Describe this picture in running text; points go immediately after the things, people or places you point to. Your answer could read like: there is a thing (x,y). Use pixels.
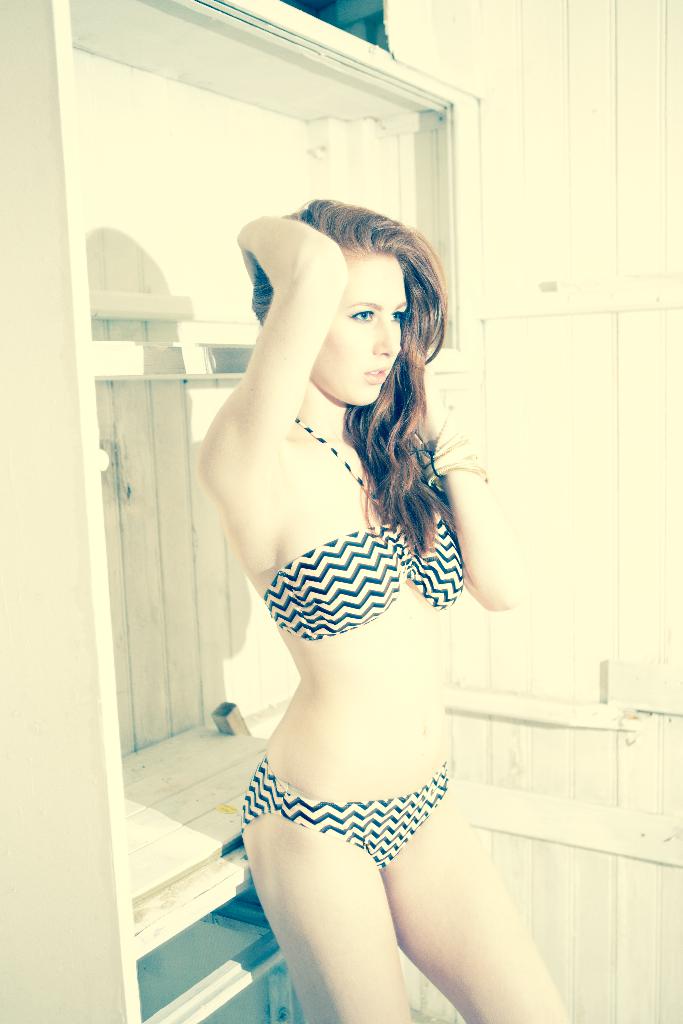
In this picture I can observe a woman (335,638) in the middle of the picture (365,518). In the background (515,208) I can observe a wooden wall (548,275).
